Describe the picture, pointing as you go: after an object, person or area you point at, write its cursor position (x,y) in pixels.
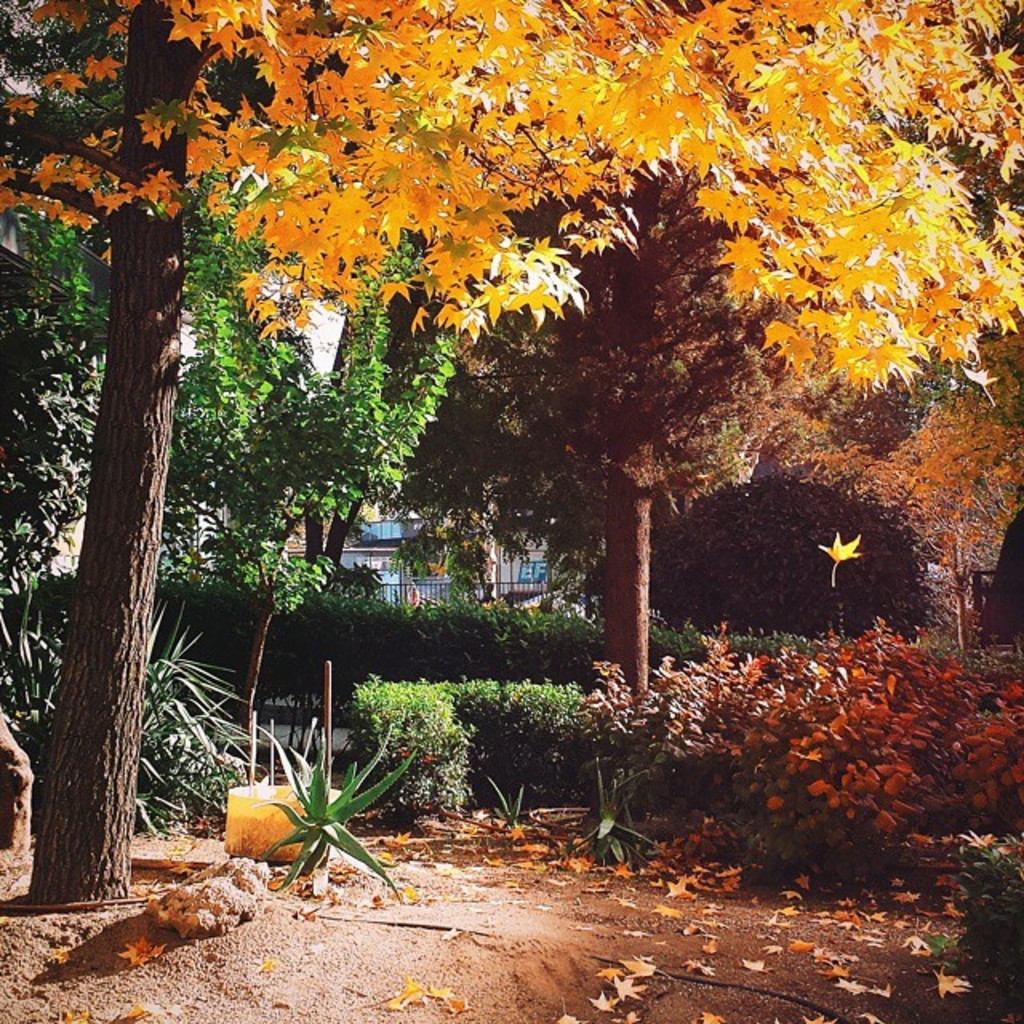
In this image we can see some plants (623,805), a container (302,843), a stone (198,929) and some dried leaves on the ground (623,1006). We can also see a group of trees (128,842). On the backside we can see the fence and a building (381,545).
